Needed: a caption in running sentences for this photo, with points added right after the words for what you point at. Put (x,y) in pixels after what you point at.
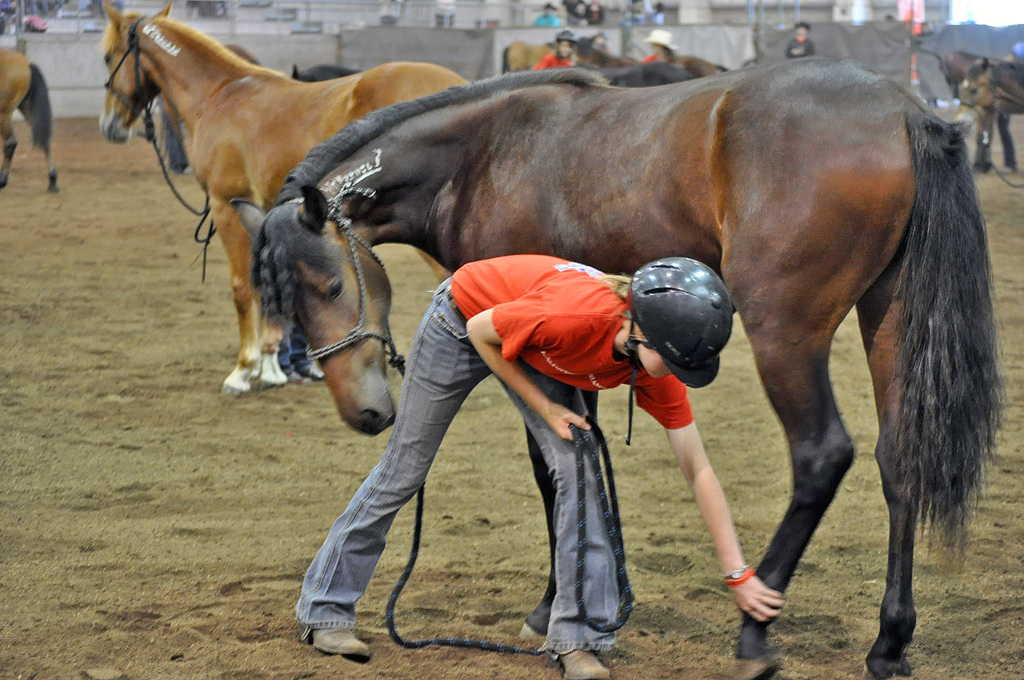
In this image I can see number of horses (376,136) and number of people (802,39). I can see few of them are wearing orange colour dress (555,257) and helmets (717,326). I can also see he is holding a rope (575,436) and I can see this image is little bit blurry from background (790,14).
